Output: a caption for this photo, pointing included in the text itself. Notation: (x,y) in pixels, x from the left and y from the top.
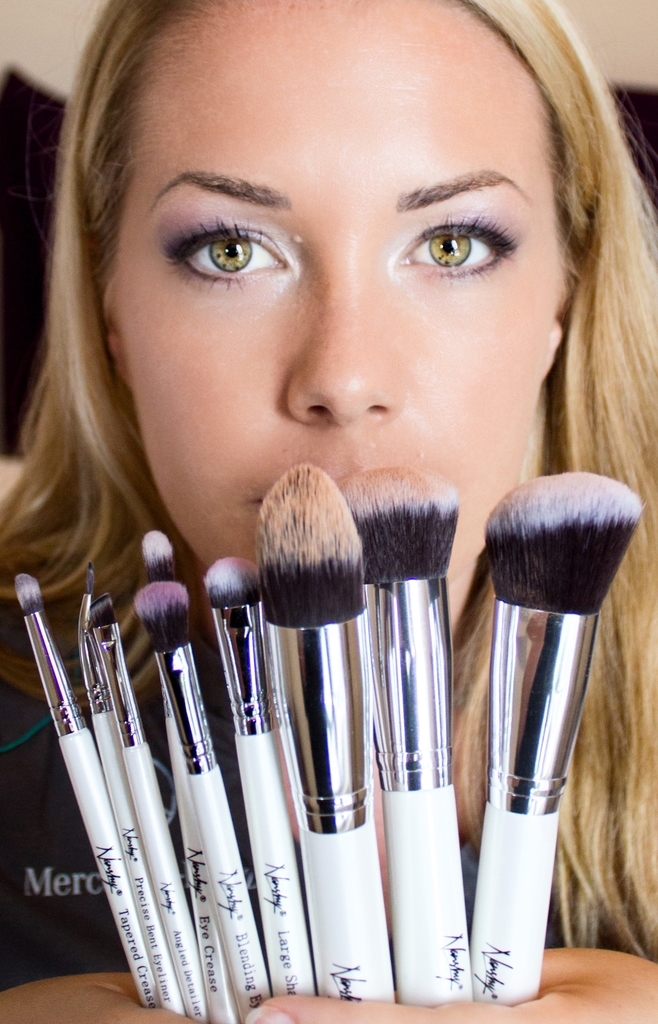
The picture consists of a woman (384,321) holding brushes (268,915). The background (54,15) is blurred.
